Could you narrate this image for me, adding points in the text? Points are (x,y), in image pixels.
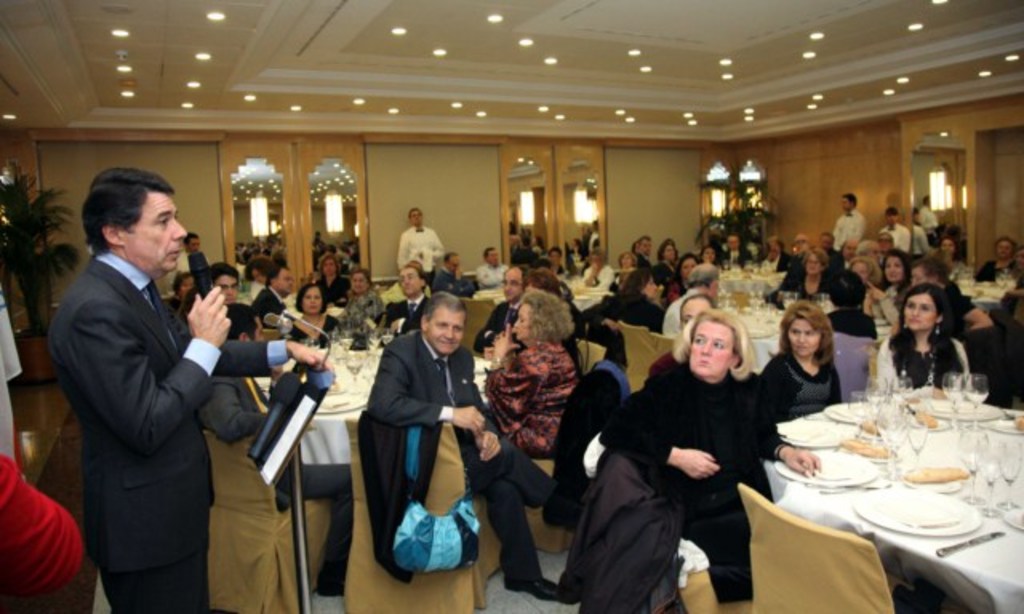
There are group of people (366,284) sitting on the chairs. There are many tables (769,329) covered with white cloth (985,552). These are the plates (948,529), wine glasses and few other things (935,479) placed on the table (973,559). Here is the man (155,485) standing, holding mike (197,268) and talking. These are the doors (316,208). These are the ceiling lights (546,57) attached to the rooftop (474,94). This looks like a houseplant (42,324).
